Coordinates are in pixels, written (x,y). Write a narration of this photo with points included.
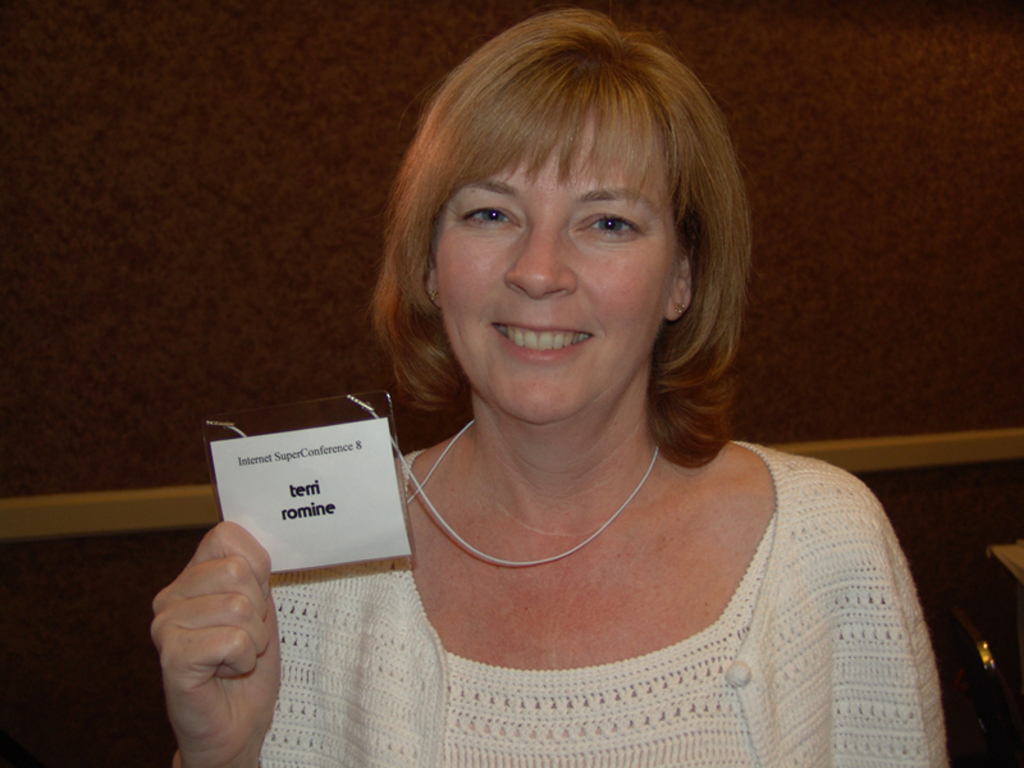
In this image we can see one big wall (173,270), one woman (240,577) holding an ID card (376,511) and some objects (970,636) are on the surface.
